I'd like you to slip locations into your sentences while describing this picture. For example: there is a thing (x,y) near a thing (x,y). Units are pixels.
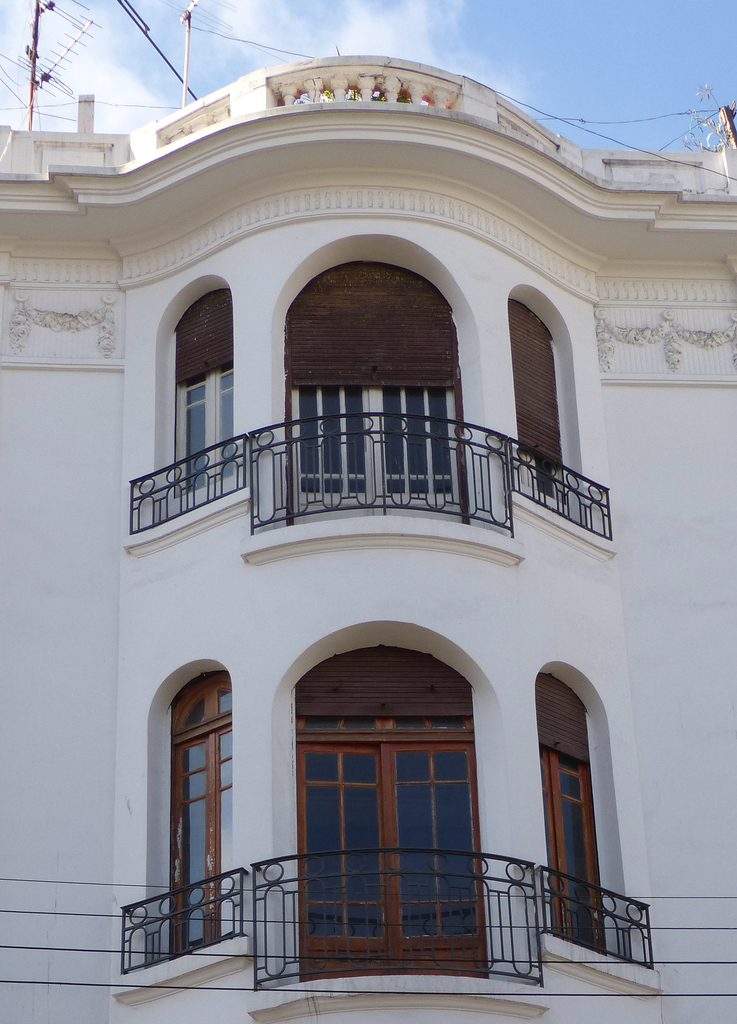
In the picture we can see a building (352,869) with two floors (665,819) and to it we can see a window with glasses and railing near it and top also we can see a window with glasses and near to it also we can see railing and on the top of the building (34,677) we can see some pole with antenna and behind it we can see a sky (665,20) with clouds (117,72).
